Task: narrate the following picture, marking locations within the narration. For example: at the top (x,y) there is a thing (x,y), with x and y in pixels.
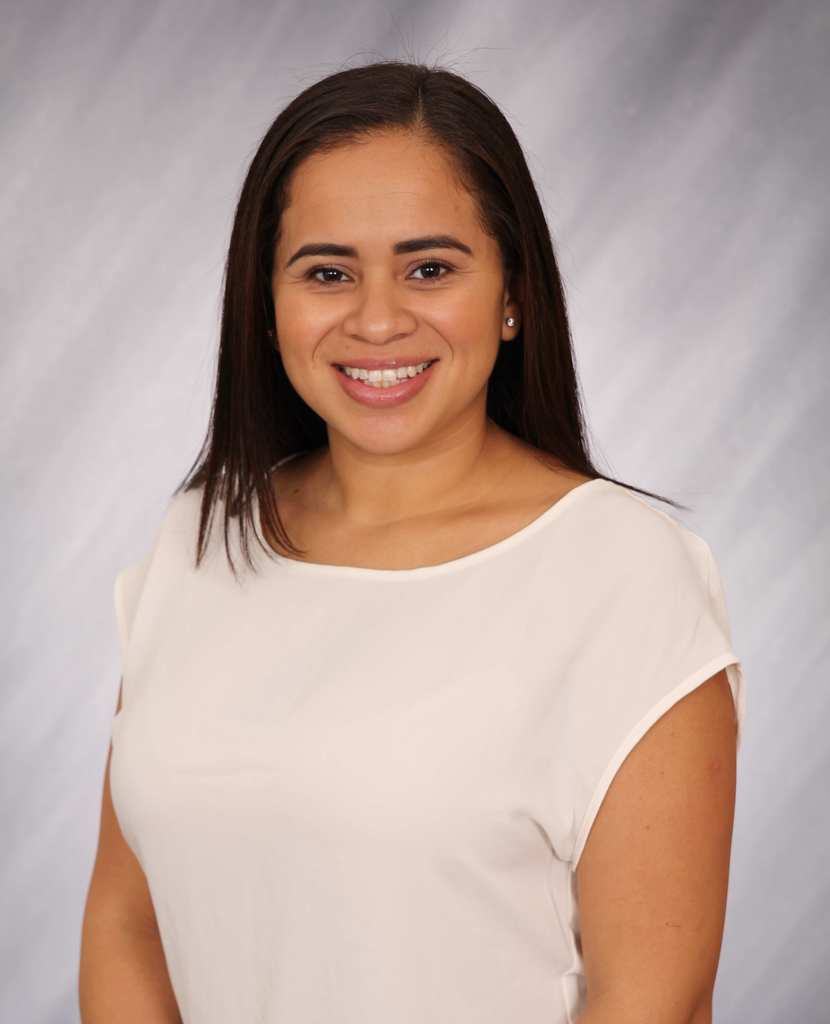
There is a woman (501,386) in white color t-shirt (391,771), smiling and standing. And the background (591,66) is blurred.
